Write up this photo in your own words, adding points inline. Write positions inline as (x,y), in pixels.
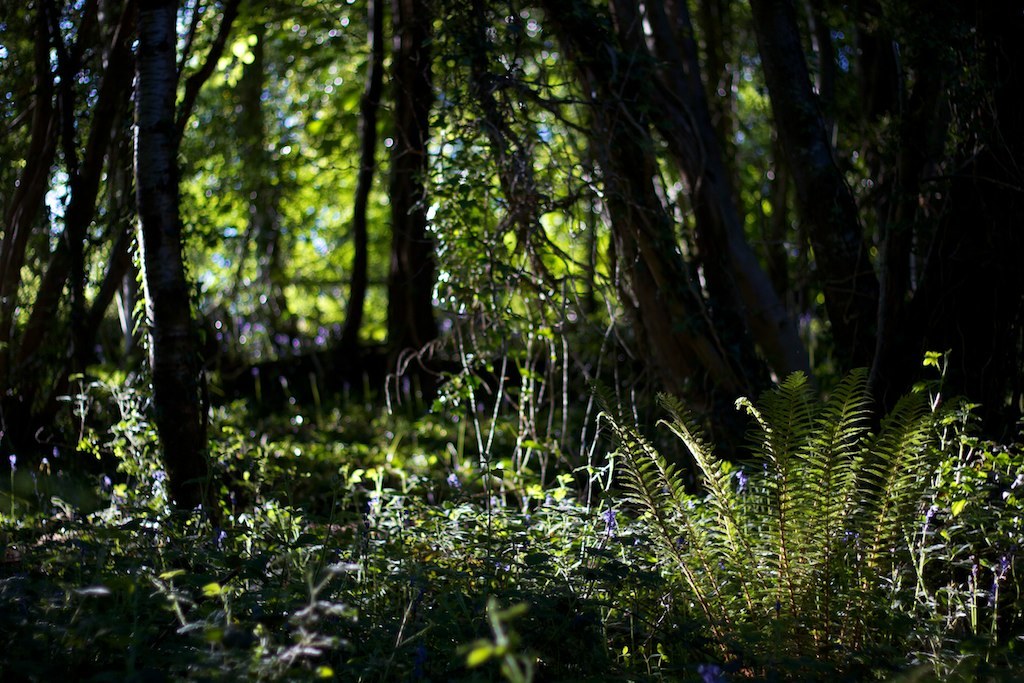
In this image, we can see few plants (552,560) and tree trunks (970,350). Background (6,235) there is a blur view. Here we can see trees (396,147).
